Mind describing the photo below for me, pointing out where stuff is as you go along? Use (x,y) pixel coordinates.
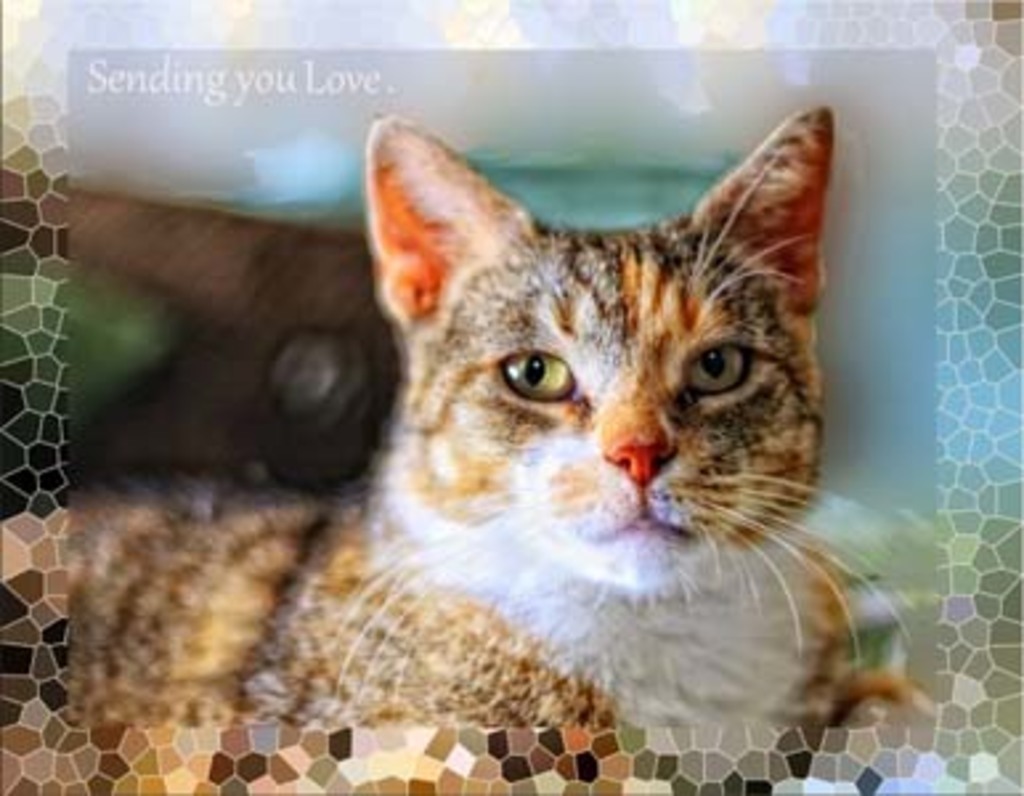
This is an edited image. In this image we can see a cat (615,380). We can also see some text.
